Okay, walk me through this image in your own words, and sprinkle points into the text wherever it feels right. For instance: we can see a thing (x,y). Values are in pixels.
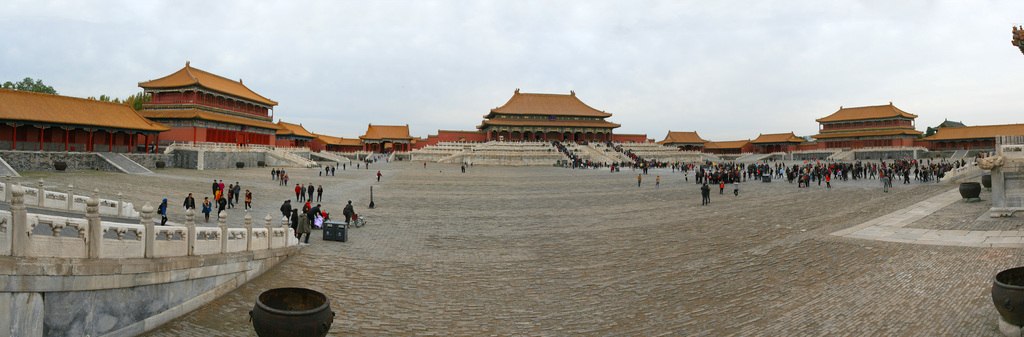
In this image, we can see people (162,223) are on the path (557,223). Here we can see posts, railings (291,235) and few objects (328,328). In the background (520,141), there are few houses (98,148), buildings (127,151), railings (258,146), people (634,153) and sky (537,53).
